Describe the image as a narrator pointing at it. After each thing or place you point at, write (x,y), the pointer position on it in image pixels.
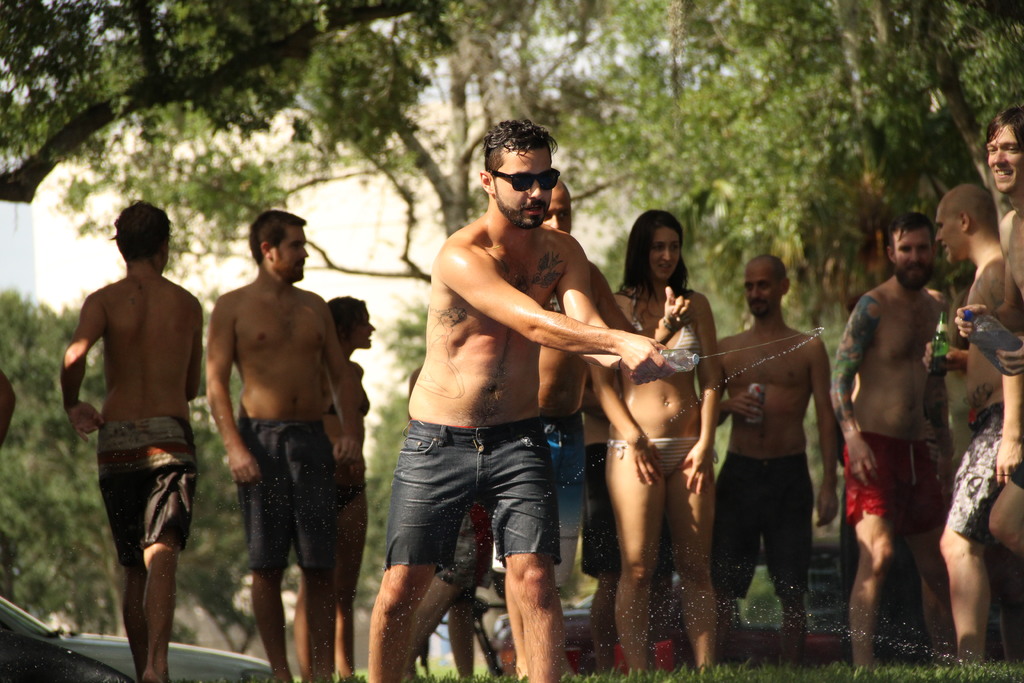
In this picture I can see group of people (651,345) are standing. This man (459,364) is wearing black color shades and holding something in the hand (638,353). In the background (426,143) I can see trees (359,163) and other objects (90,250).
